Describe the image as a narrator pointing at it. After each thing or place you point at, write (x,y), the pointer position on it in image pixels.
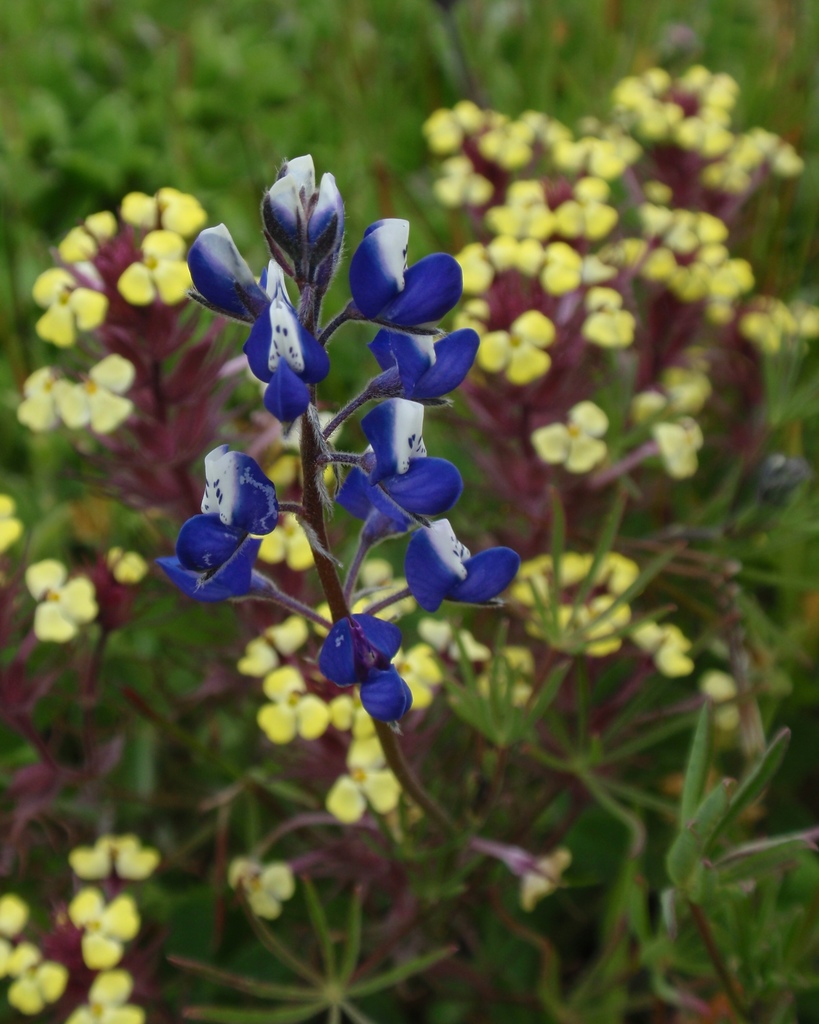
In this image we can see some plants (356,560) with flowers (282,343).
